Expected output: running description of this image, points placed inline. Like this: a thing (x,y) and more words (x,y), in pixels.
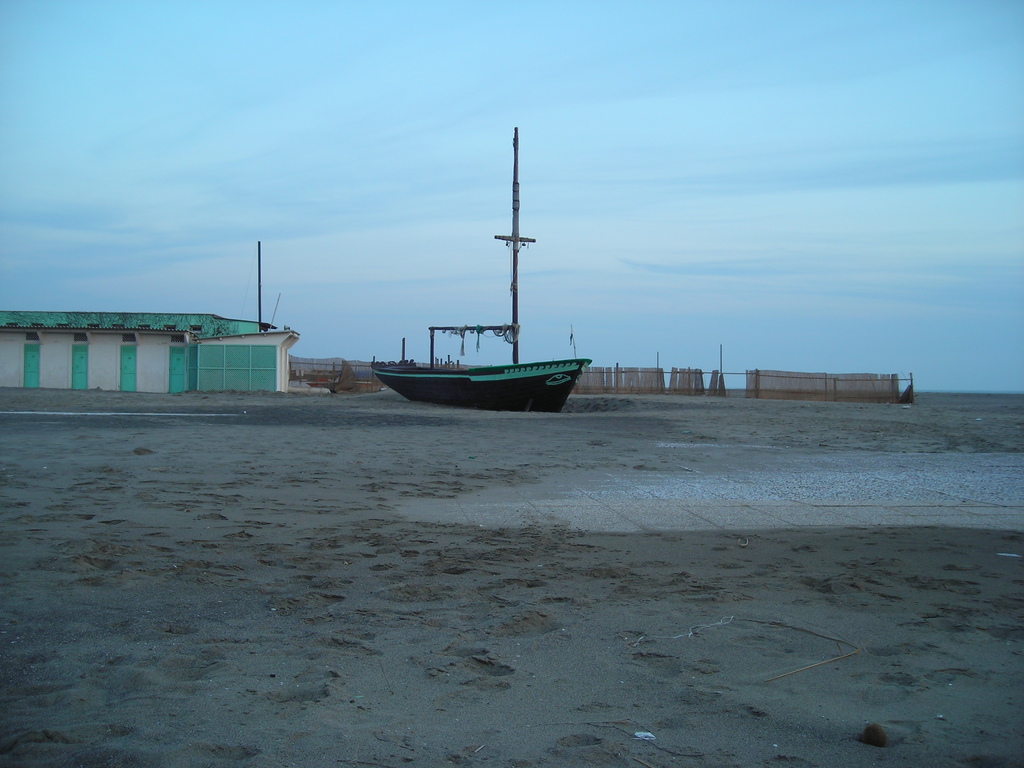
It is a boat (530,398) in the middle (536,404). On the left (202,370) it is a shed (214,370) and at the top (364,62) it is the sky (457,127).
